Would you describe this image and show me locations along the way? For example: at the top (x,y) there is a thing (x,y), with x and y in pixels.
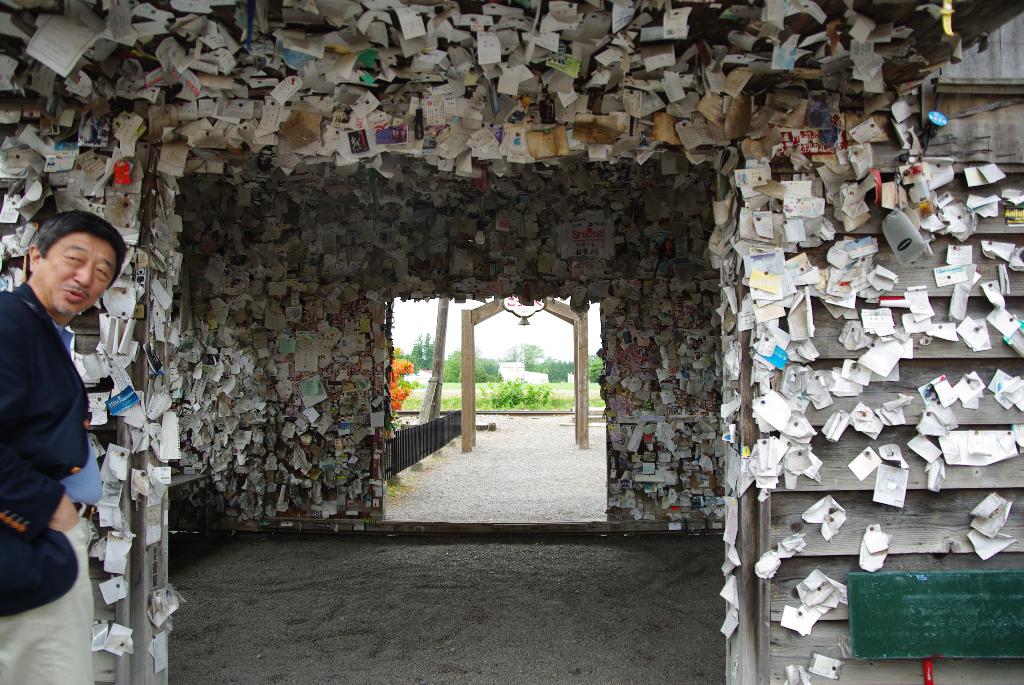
On the left side of the image (18,359) there is a person (51,295). Behind him there are papers (285,90) pinned on the wooden wall (111,431). In the background of the image (464,405) there is a wooden arch (468,318). There are plants (488,381), trees (479,373), buildings (510,365) and sky (512,341). On the right side of the image (998,652) there is a board (882,626).
